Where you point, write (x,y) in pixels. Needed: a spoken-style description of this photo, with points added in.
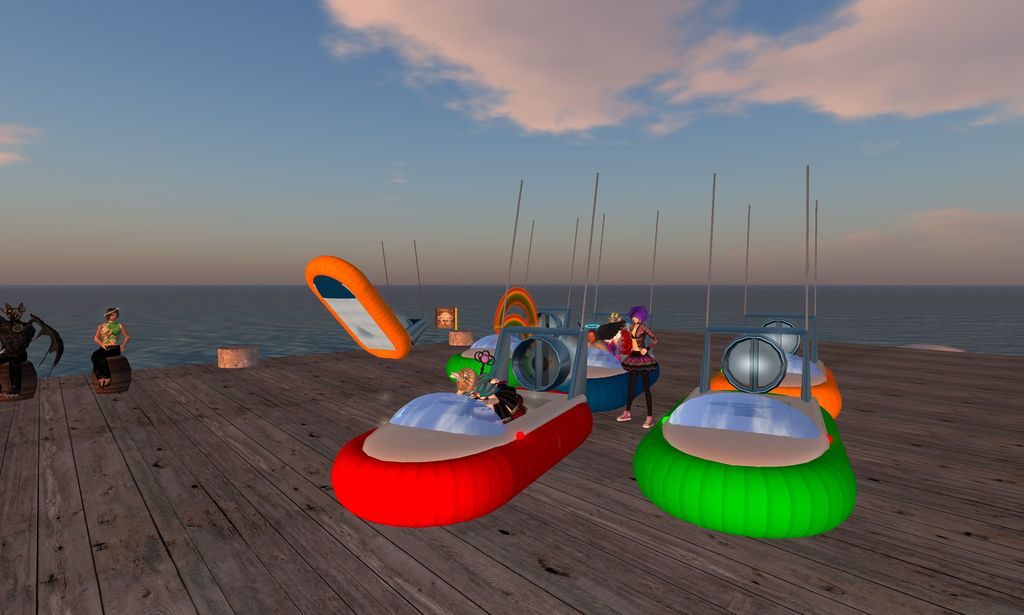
This is an animated image, we can see a few boats (588,365), poles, persons (104,340), and we can see the wooden floor (411,391), and we can see water (54,296), the sky (521,140) with clouds (667,126).
